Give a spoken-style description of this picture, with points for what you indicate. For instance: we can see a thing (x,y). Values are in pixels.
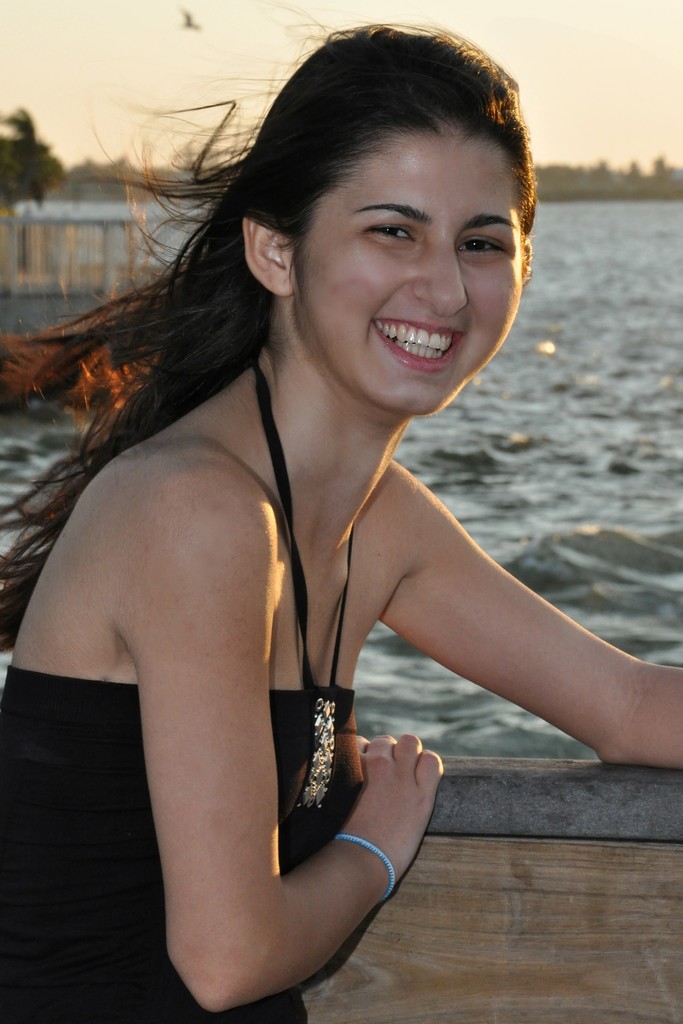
In this picture there is a woman (282,218) who is wearing a black dress (330,798) and locket (323,764). In the back (15,235) we can see railing (11,244) on the water (564,471). Here we can see a bird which is flying. Here can see trees (11,142) and buildings (149,176). She is smiling. She looks very beautiful.
